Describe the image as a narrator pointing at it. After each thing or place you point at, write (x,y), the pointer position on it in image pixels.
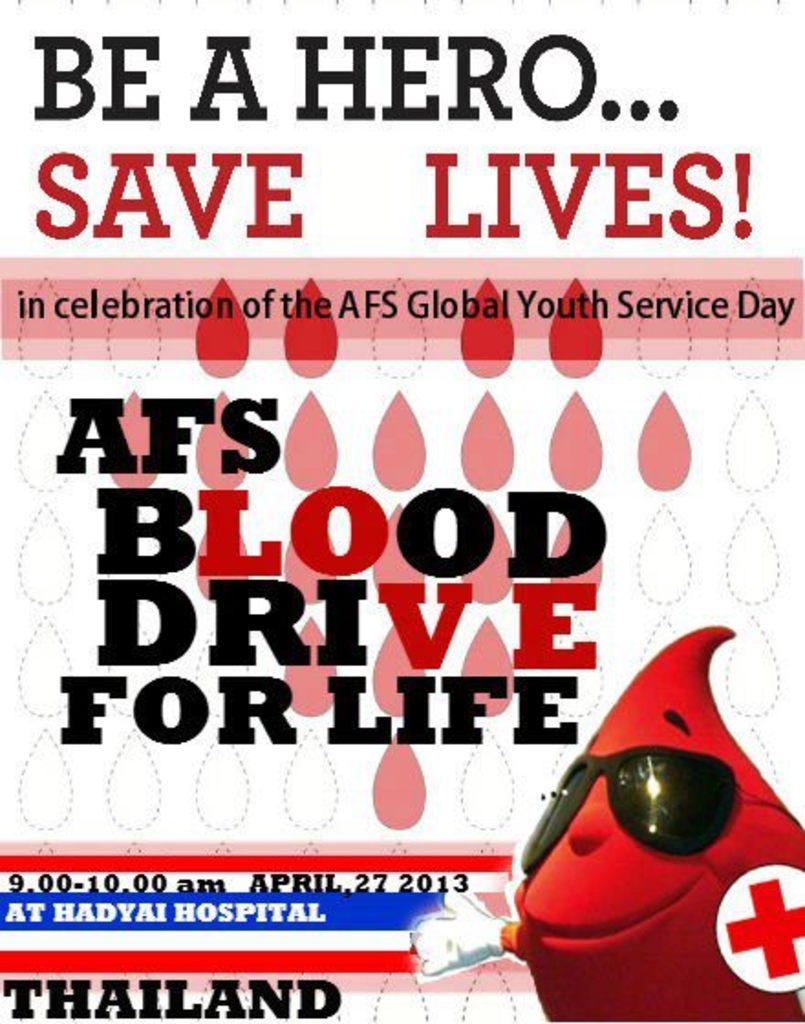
In this image we can see the poster (443,674) with some text (507,714) and in the bottom right side (681,861) we can see a cartoon picture (598,825).
